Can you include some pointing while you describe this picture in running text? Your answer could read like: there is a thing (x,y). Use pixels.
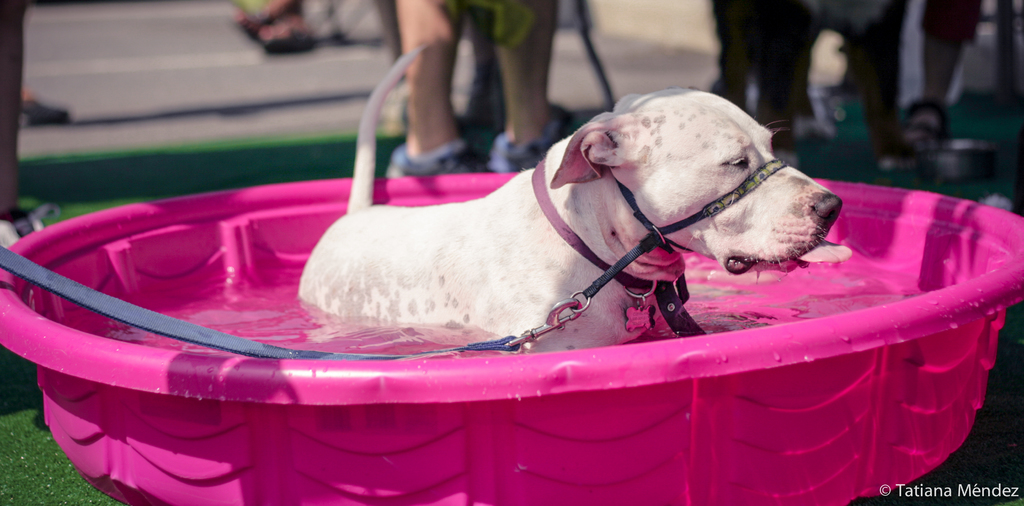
In this image there is a tub (901,304), in that tub (940,300) there is water (791,310), in that water (801,283) there is a dog (515,245), in the background (446,64) there are few legs (424,88) of persons (413,81), in the bottom right (1000,493) there is text (972,493).
